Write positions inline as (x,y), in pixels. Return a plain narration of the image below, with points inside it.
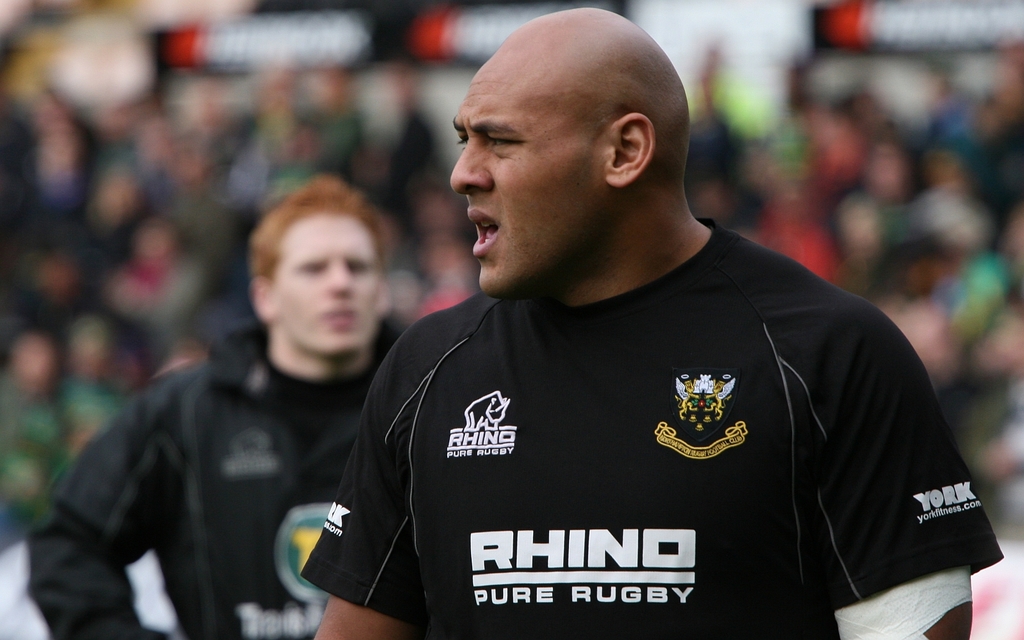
Here I can see two men (611,378) standing. One man (557,341) is looking at the left side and it seems like he is speaking. In the background (130,274), I can see a crowd of people (207,198) and it is blurred.
